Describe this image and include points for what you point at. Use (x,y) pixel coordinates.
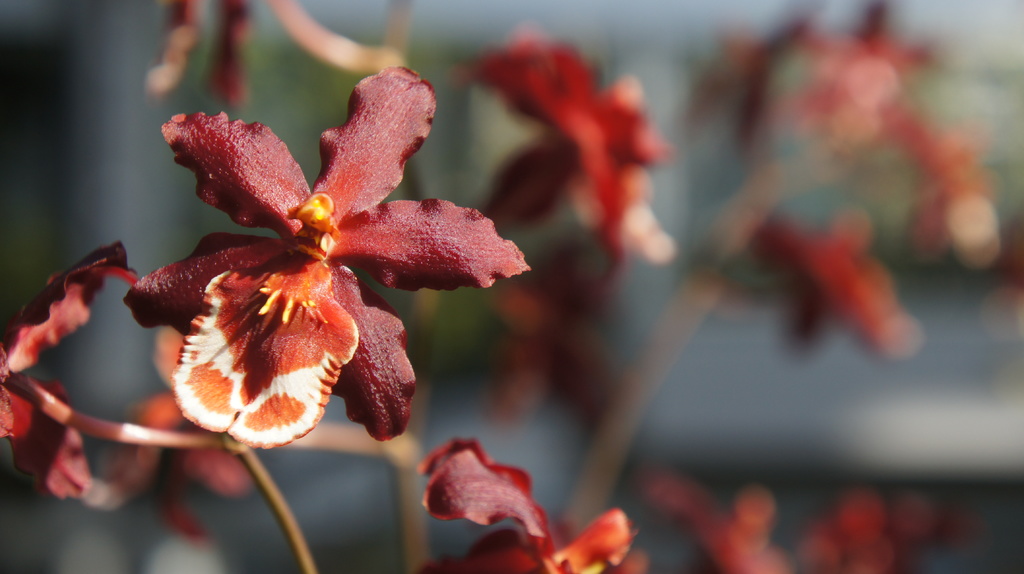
In the image we can see flowers (342,321), brown, pale brown and white in color. And the background (656,341) is blurred.
